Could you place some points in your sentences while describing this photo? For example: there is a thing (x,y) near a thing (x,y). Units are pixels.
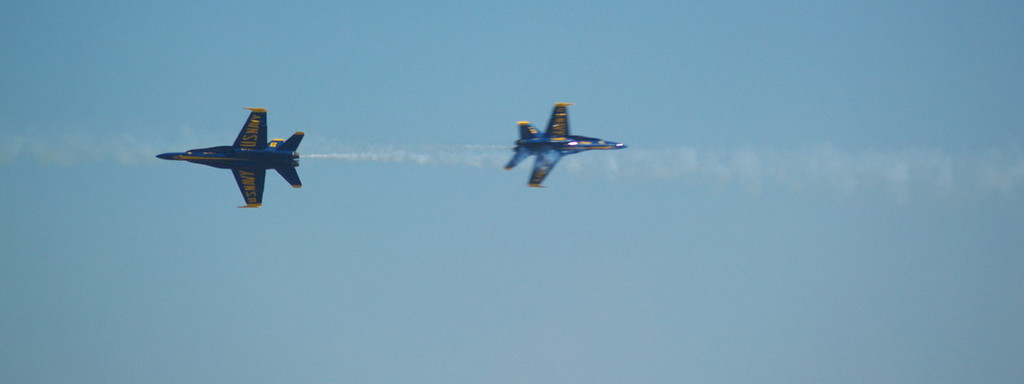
In this image there are two jet aeroplanes (270,159) as we can see in middle of this image (525,151) and there is a sky (409,145) in the background (352,209).
